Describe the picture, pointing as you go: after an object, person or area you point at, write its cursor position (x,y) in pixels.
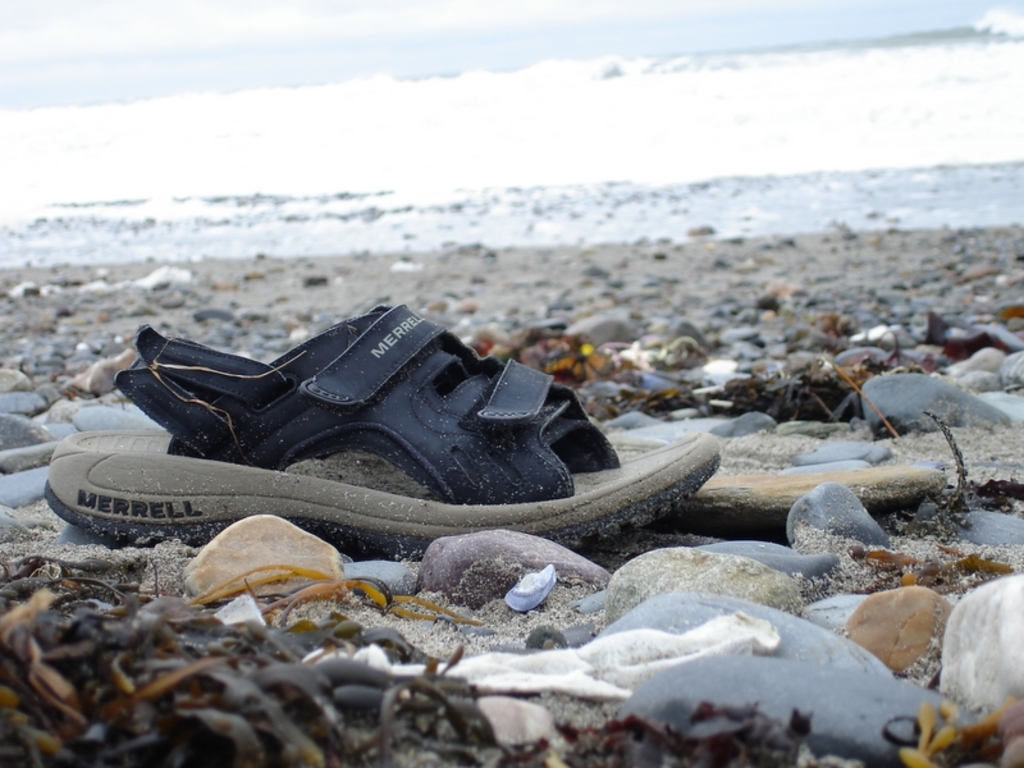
In this image I can see the footwear (408,414), rocks (264,562) are on the sand (165,574). The footwear (321,466) is in black and ash color. In the back (545,186) I can see the water (520,136).
